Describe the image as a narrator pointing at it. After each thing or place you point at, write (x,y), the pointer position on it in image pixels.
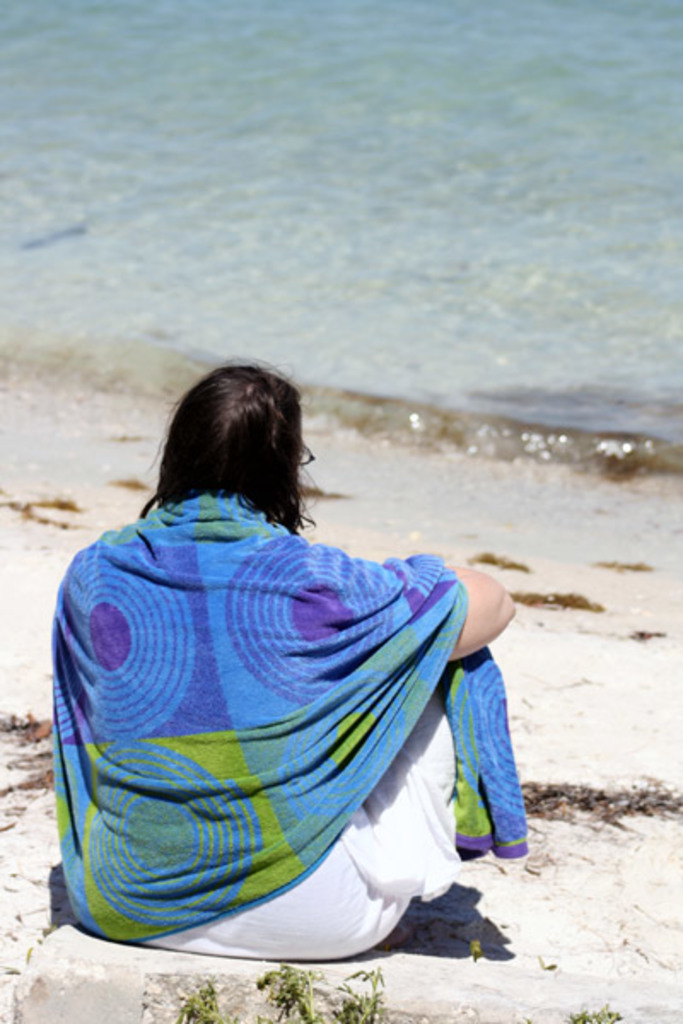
The woman (313,586) in the middle of the picture (340,635) wearing white dress (347,878) and blue towel (263,818) is sitting. Beside her, we see sand (479,902). In front of her, we see water (332,169) and this water (305,235) might be in the sea (305,235). This picture might be clicked at the seashore (105,430).
